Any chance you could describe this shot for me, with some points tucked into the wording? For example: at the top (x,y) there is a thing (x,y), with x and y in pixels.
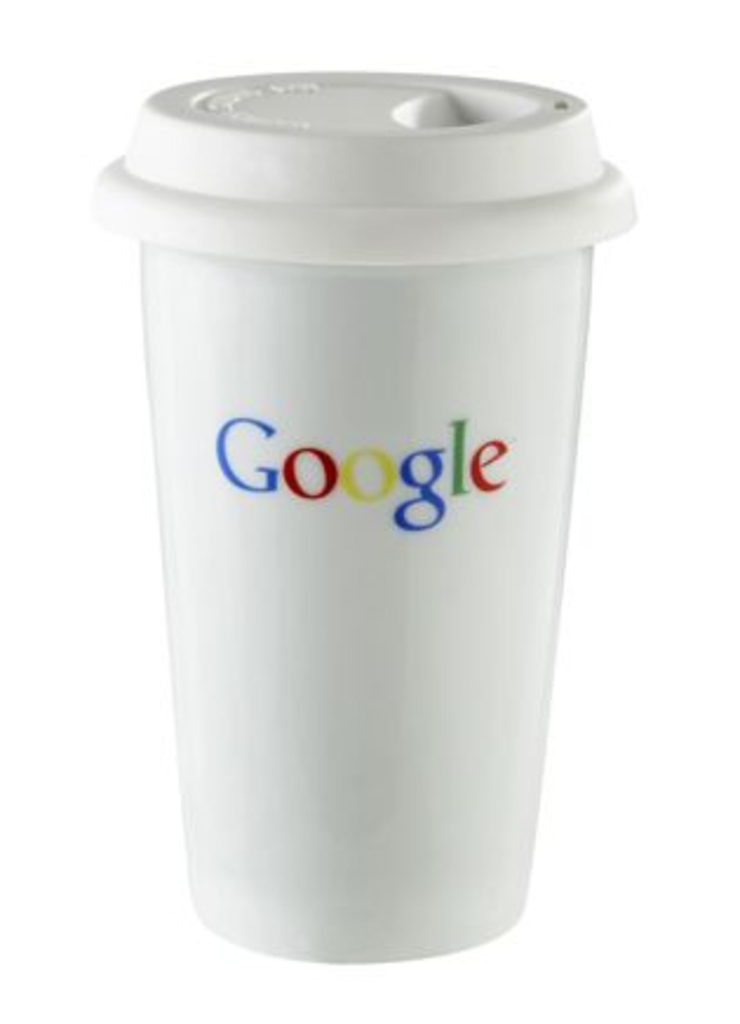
This is a white cup (366,679) with lid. On this white cup (252,557) there is a google logo (245,489).
